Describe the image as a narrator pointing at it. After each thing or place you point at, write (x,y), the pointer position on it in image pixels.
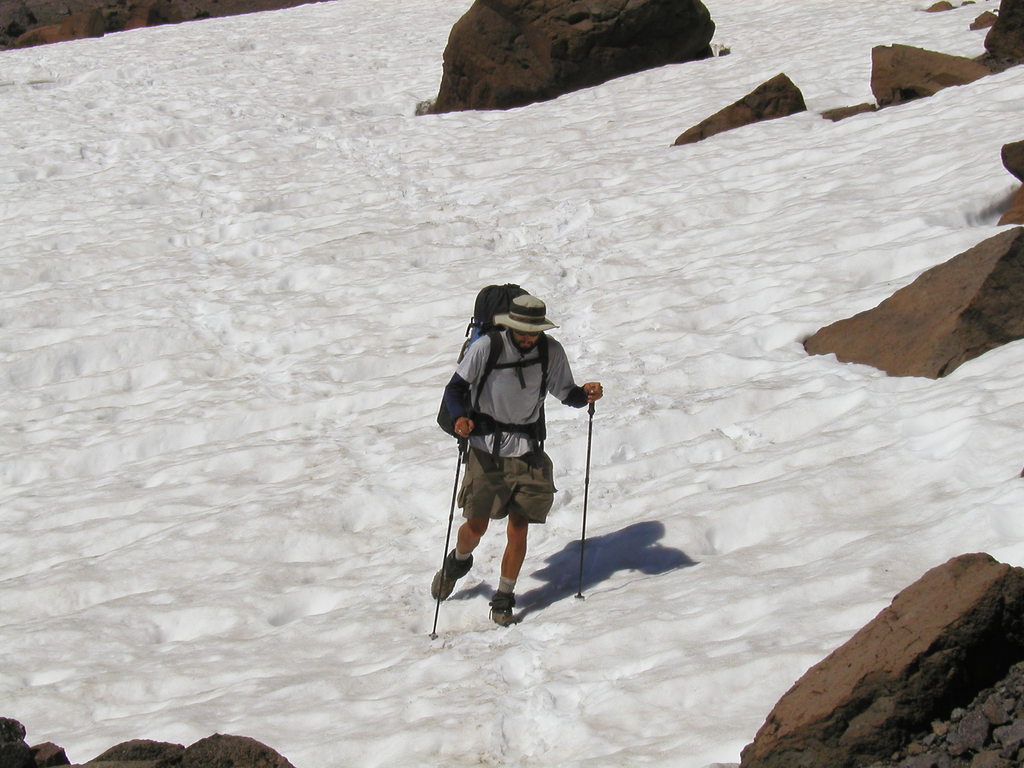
In this picture we can see a man (507,498) wearing a backpack (498,305) and hat (528,322), holding sticks (582,576) in his hands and walking on the snow (759,445). These are rocks (943,620).
